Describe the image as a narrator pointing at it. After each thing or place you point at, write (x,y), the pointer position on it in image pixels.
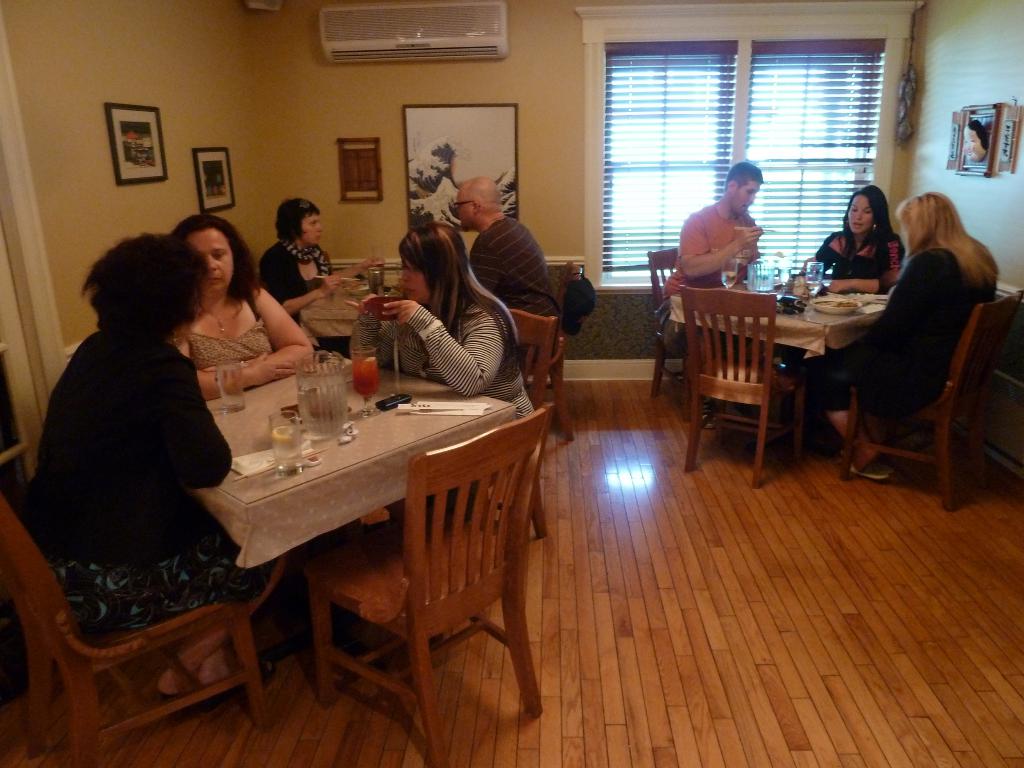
In this image there are group of people (219,475) who are sitting on a chair (659,271) in front of them there are tables (356,296) and on that tables (782,291) there are glasses (238,403), plates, and jars (766,279) are there on the table (413,378). On the background (296,84) there is a wall (221,77) on that wall (189,66) there are some photo frames (119,153) and one air conditioner (415,45) is there, on the right side (690,95) there is a window (684,102).
